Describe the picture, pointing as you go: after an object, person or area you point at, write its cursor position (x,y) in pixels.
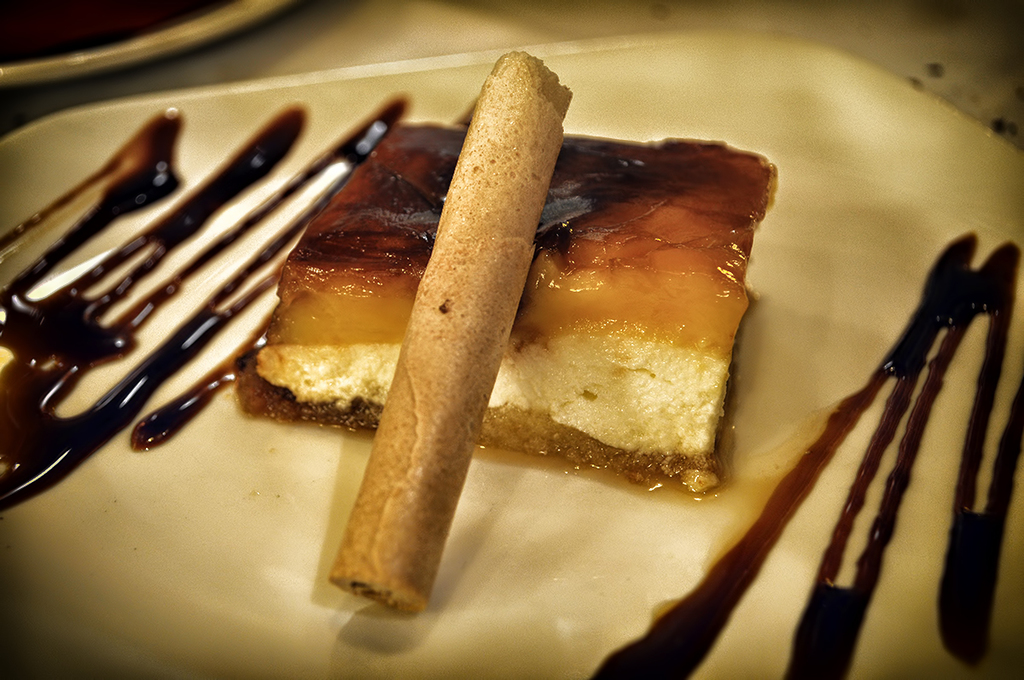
In this image I can see a food (730,296) in the white color plate (803,223). Food (502,274) is in brown, yellow and cream color.
